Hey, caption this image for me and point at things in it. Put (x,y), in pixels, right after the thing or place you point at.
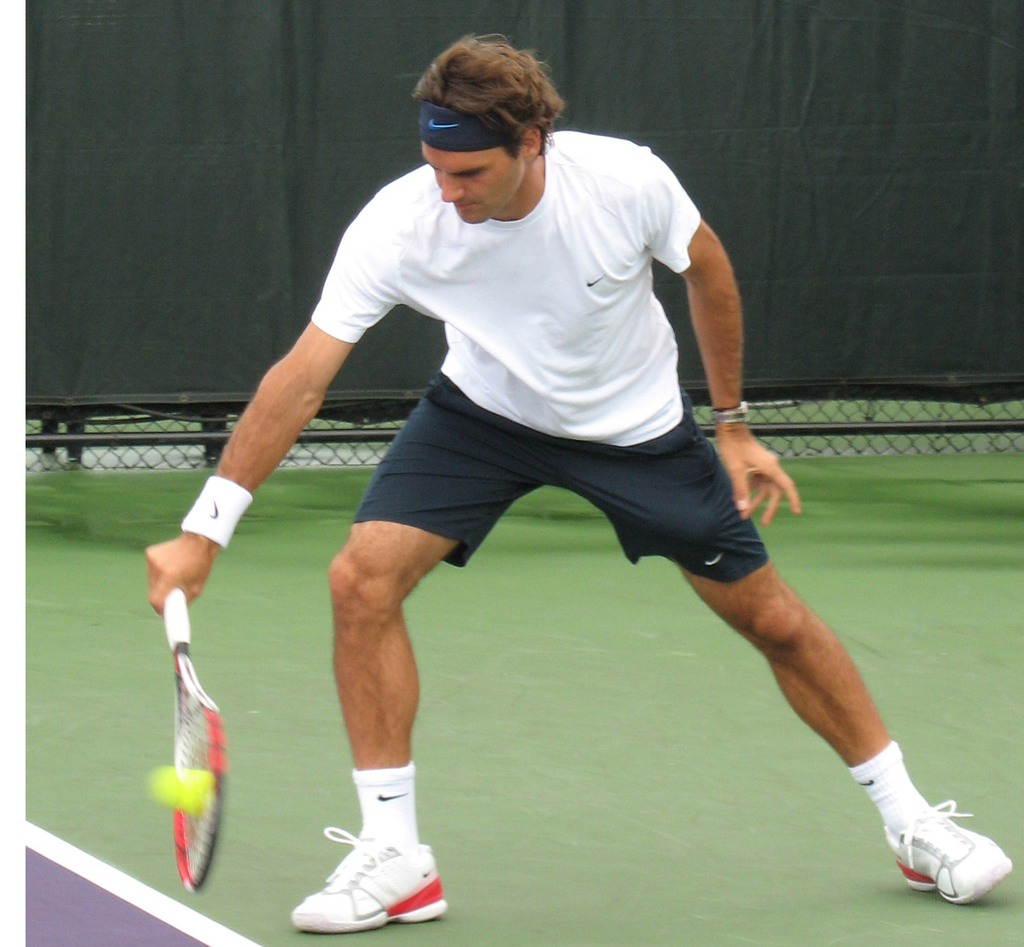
The photo is taken in a tennis court (237,700). In the middle (487,379) one player (509,289) wearing a white t shirt (598,278) and a black shorts (677,483) is hitting the ball (200,789) with a racket (207,747) in his right hand (177,579). He is wearing white shoes (951,837), a watch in his hand (736,426), and a white wrist band (228,529) and a blue head band (463,123). In the background (289,93) there is a black curtain (857,195).
